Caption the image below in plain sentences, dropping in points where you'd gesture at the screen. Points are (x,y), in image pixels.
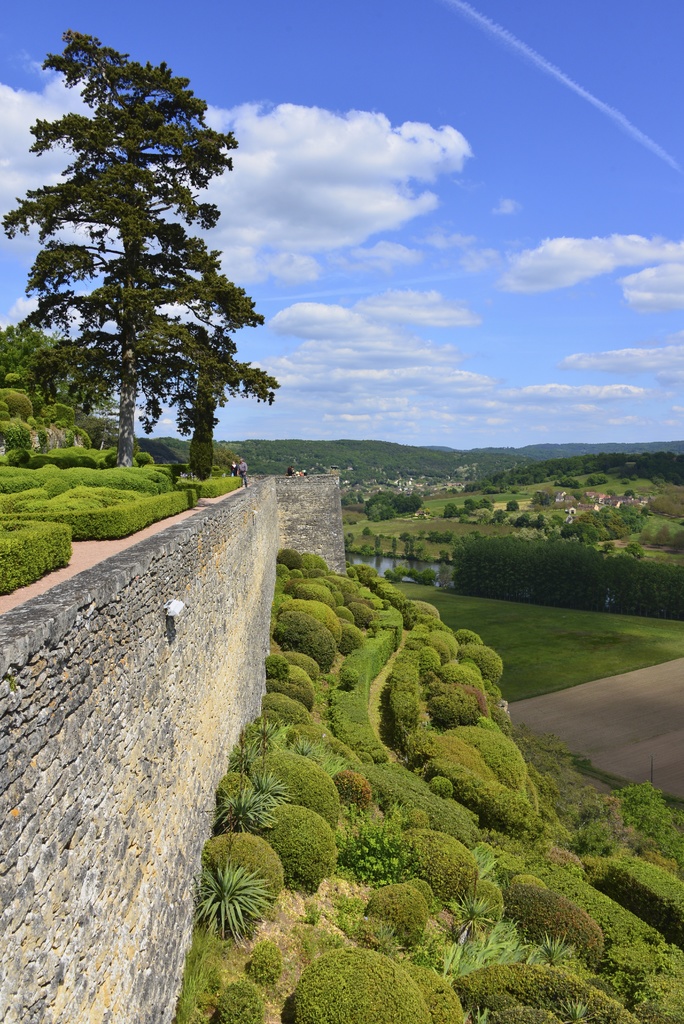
In this picture I can observe a wall (203,606) on the left side (203,620). There are some plants (336,703) and trees (505,547) in this picture. In the background (324,238) I can observe some clouds (411,198) in the sky (431,253).
